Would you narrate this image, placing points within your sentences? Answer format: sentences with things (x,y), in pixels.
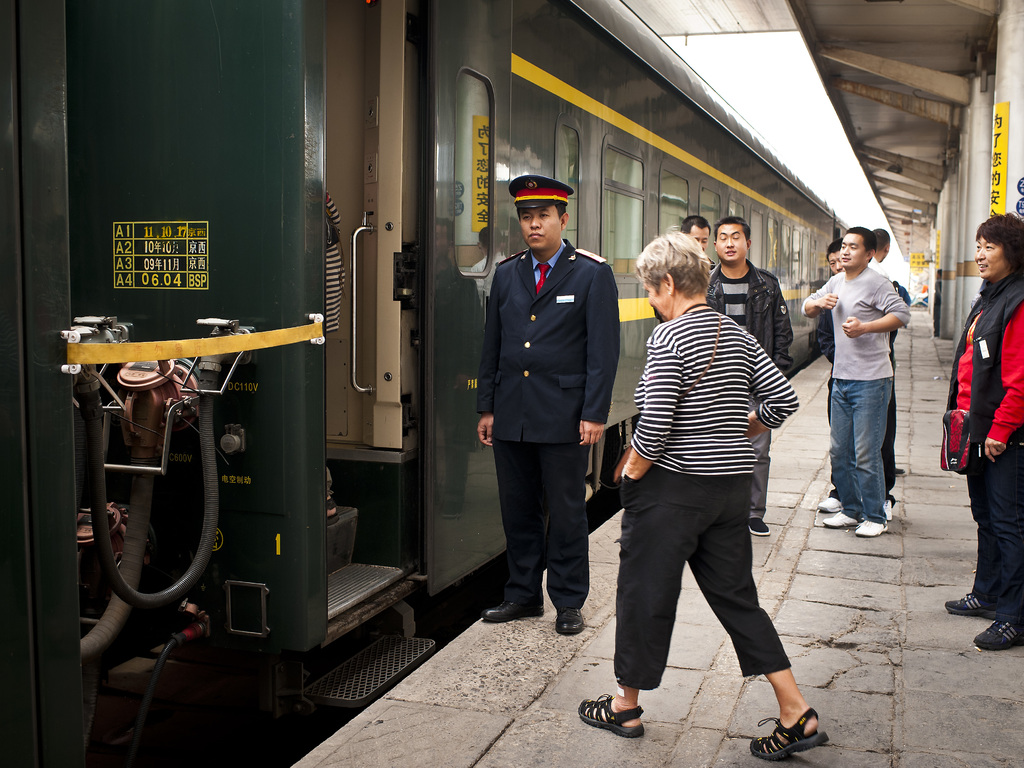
In this picture there is a train (435,271) on the left side of the image (217,215) and there are people (991,308) and pillars (970,133) on the right side of the image (1021,266), there is a roof (759,16) at the top side of the image (950,136), it seems to be there is a cop (533,205) in the center of the image (512,351).
